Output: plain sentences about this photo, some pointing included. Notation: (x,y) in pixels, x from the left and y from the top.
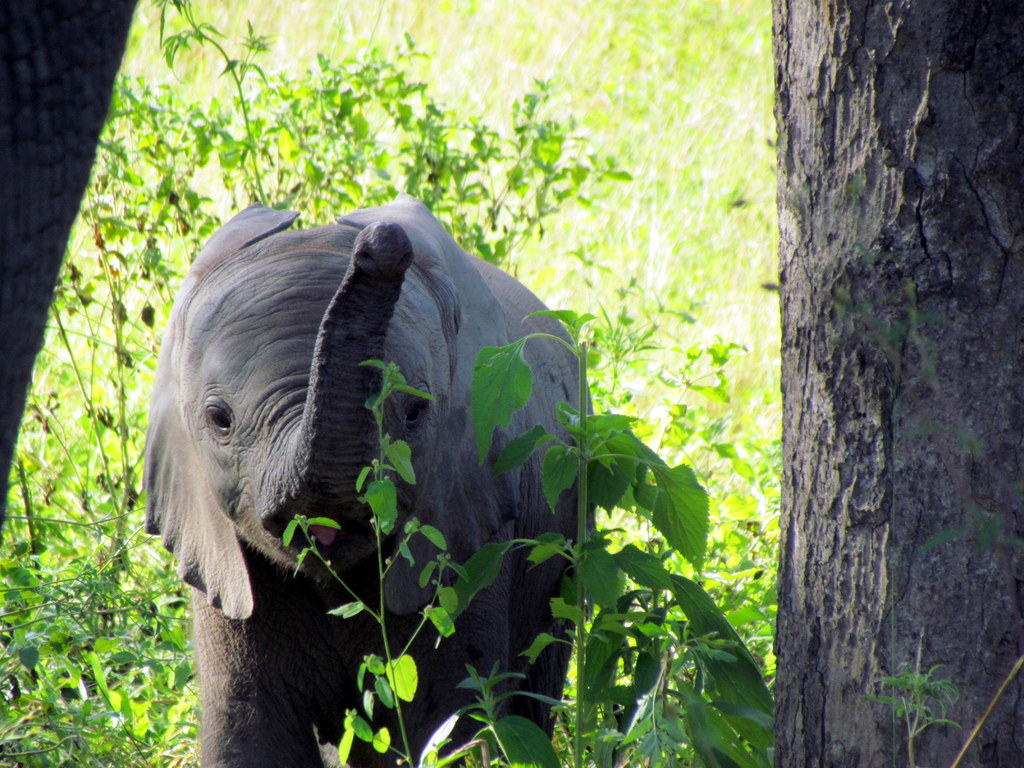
This is looking like a forest (190,185). Here I can see an elephant (267,445). On the right (874,227) and left sides of the image I can see the tree trunks (896,206). In the background (667,335) there are many plants (521,186).
